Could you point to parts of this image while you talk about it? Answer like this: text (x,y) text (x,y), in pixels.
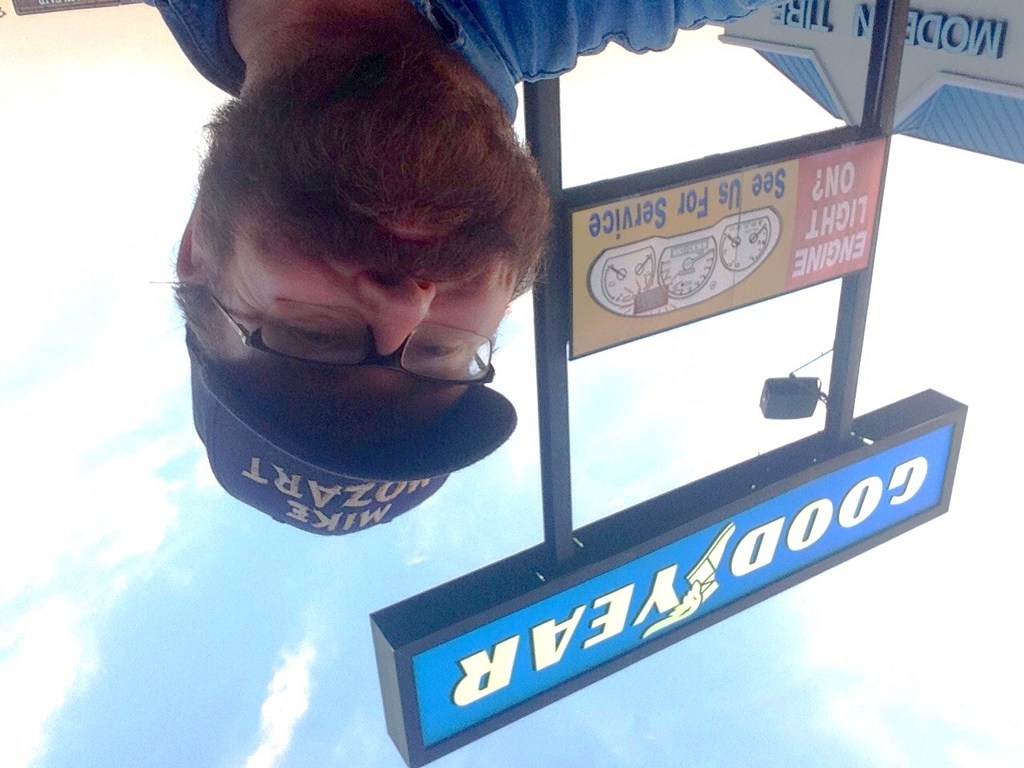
In this image we can see a person (350,287) with cap (313,462), there is a board (648,249) with text (647,630) and a light (806,390) attached to it, in the background (936,47) there is a building (861,36) with text (914,26) and the sky (381,550) with clouds (143,456).
